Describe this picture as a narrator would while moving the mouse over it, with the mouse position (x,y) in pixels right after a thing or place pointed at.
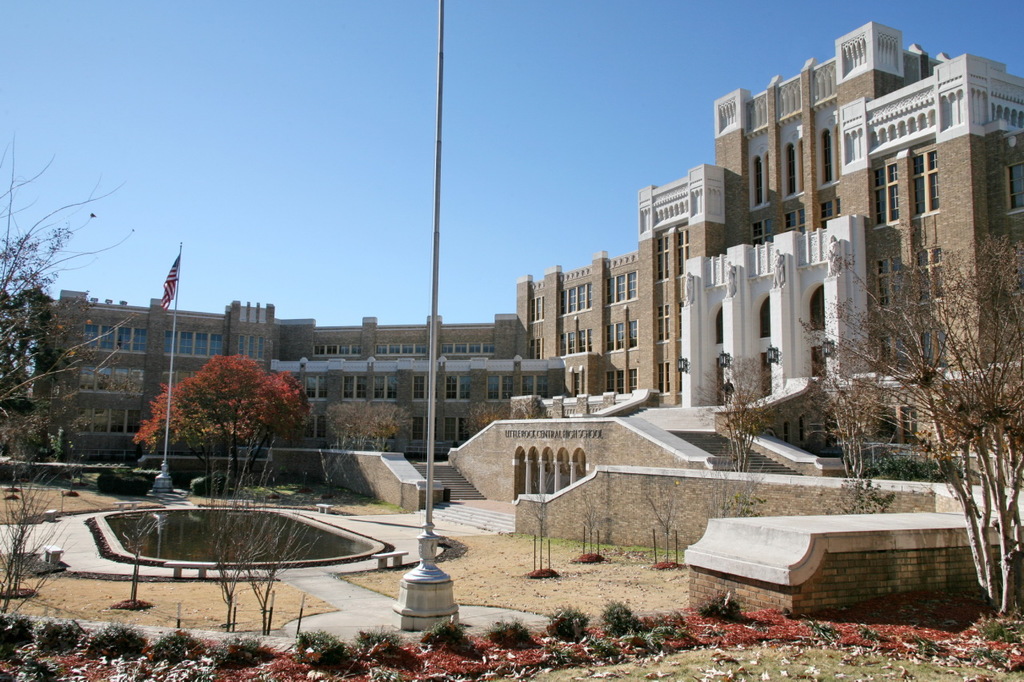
In this image we can see some buildings (789,283), in front of it there is a staircase (421,463), a pond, some trees (371,427), plants (140,486), a flag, poles (428,529) and a few other objects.
